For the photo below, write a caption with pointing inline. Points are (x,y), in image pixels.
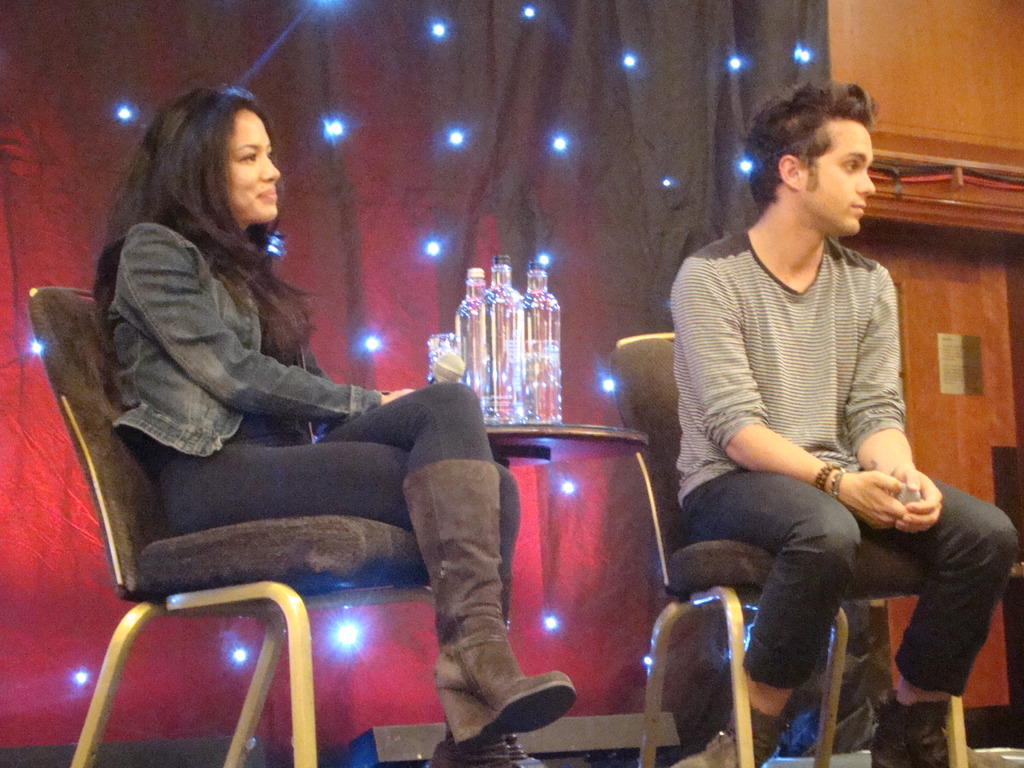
These two persons (733,243) sitting on the chair (647,382). There is a table (572,440). On the table (576,453) we can see bottles (557,326). On the background (585,88) we can see focusing lights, curtain (388,142).
